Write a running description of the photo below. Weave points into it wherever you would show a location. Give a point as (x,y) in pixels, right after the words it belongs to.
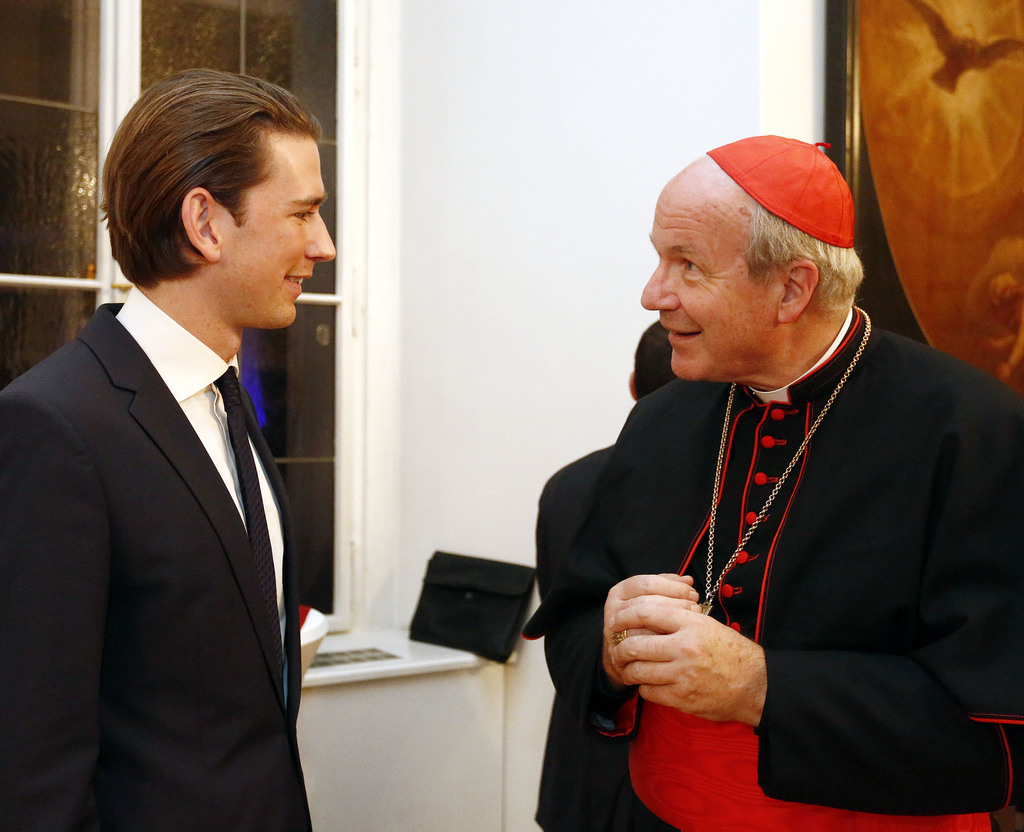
In this image we can see few people (722,667) standing in a room (692,591), there is a photo frame (920,143) on the wall (545,145) and few objects (431,594) near the window (344,370).
